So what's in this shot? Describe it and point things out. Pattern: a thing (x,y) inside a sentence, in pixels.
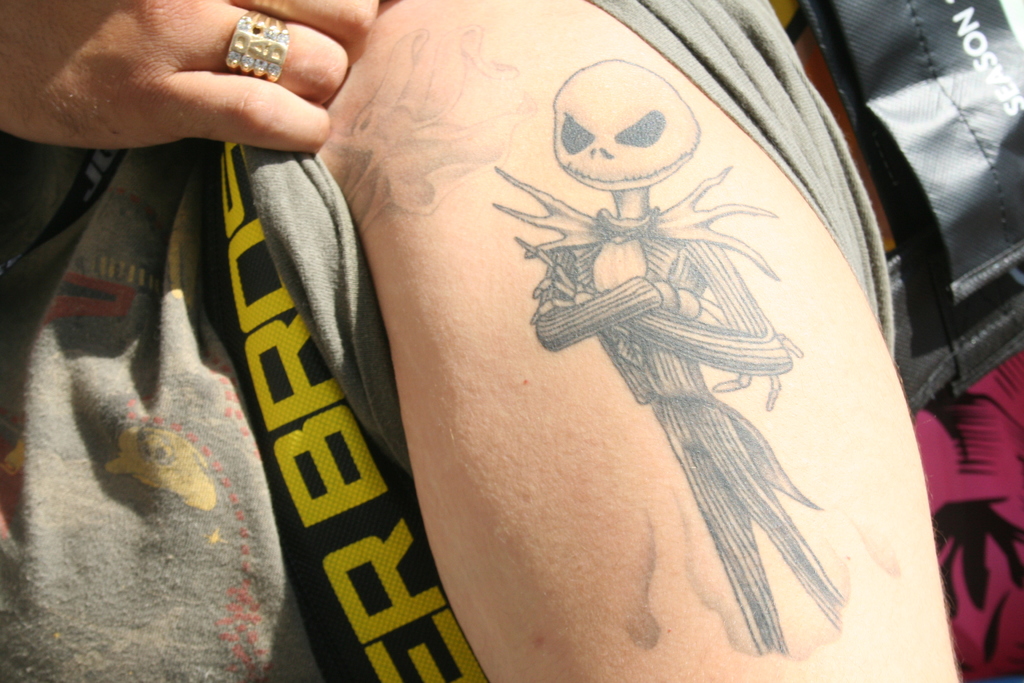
In this image I can see a person's hand (194,33), fingers (184,100), ring (233,53) and objects (222,173). On a person's arm (700,386) there is a tattoo (686,291).
